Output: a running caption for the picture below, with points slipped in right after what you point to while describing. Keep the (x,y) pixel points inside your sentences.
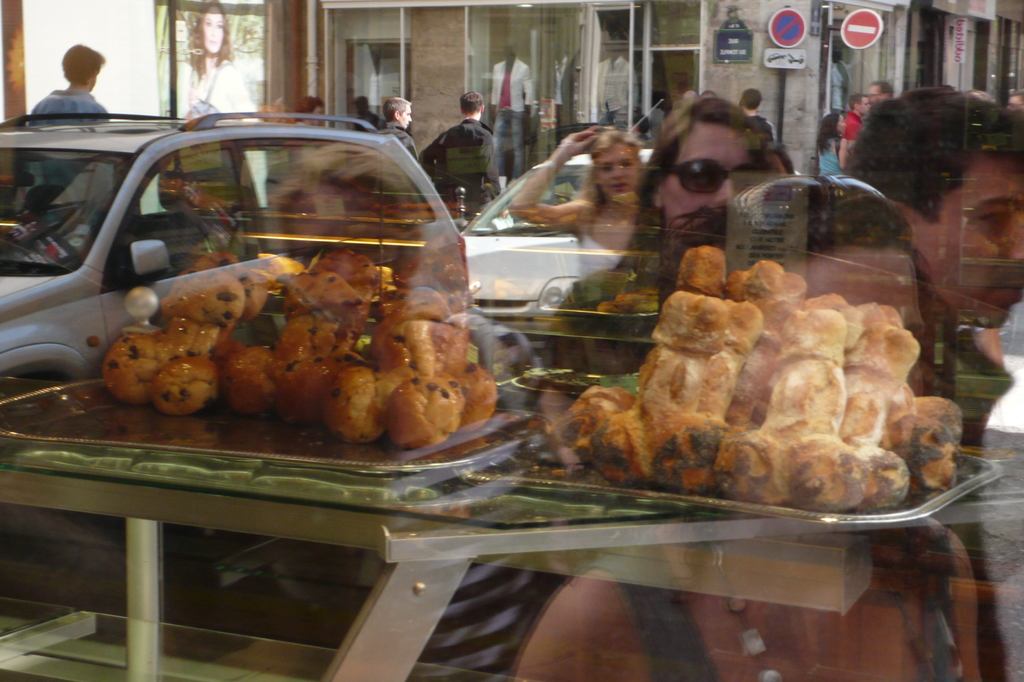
These are the food items (362,358), which are placed on the trays (446,452). This looks like a glass door (306,611). I can see the reflection (342,244) of the vehicles (477,233) and groups of people (924,259) standing. These are the sign boards (801,36) attached to the poles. I can see a mannequin (512,96) with the clothes (503,85). This looks like a poster (228,80).
